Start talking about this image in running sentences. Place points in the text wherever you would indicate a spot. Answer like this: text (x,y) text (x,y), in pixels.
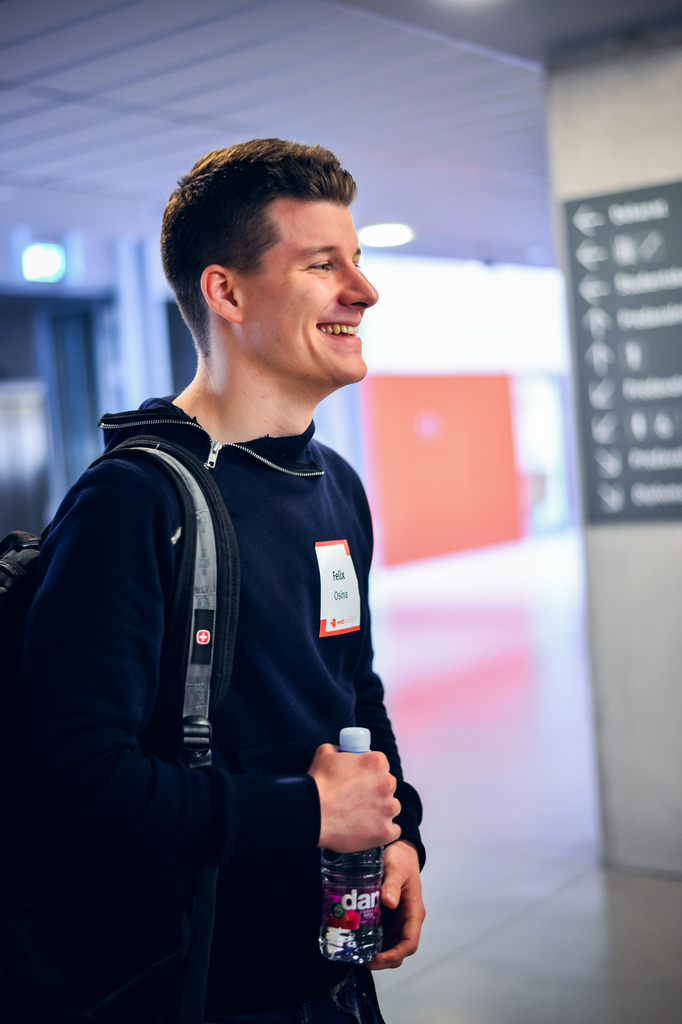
In this image, we can see a man (247,778) is wearing a backpack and holding a bottle (373,869). He is smiling. Background (557,690) there is a blur view. Here we can see floor (526,667), wall (620,663), poster (606,448), lights (41,275).
